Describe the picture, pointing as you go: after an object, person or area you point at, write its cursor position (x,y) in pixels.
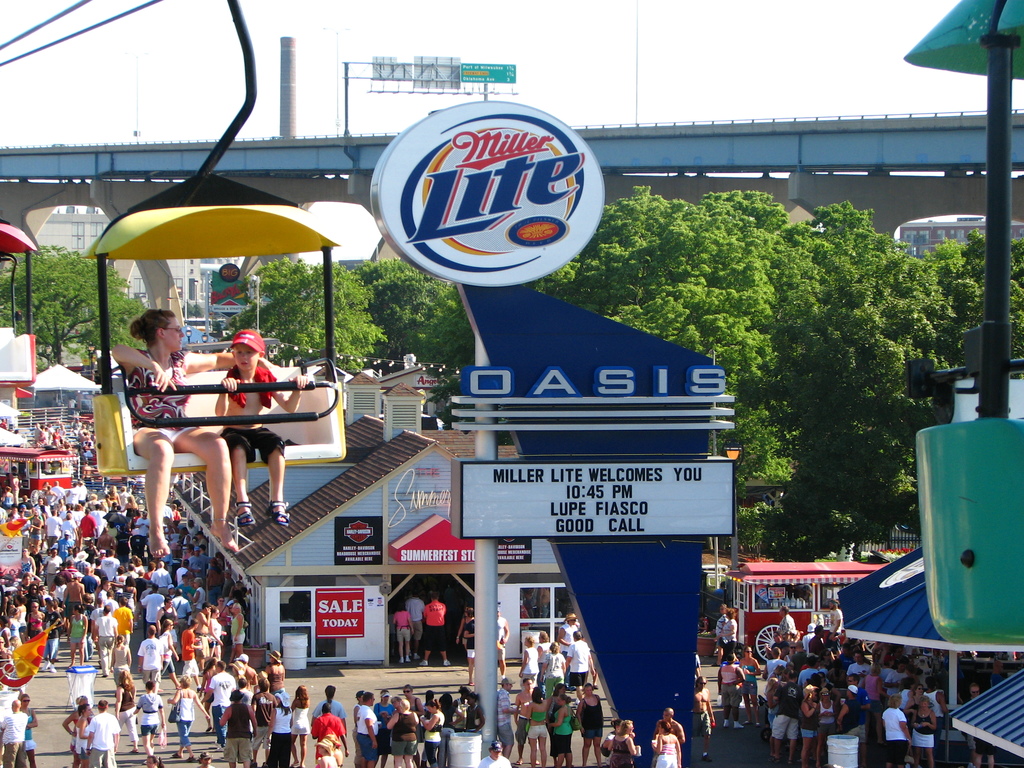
The image is taken outside a city (244,619). In the foreground of the picture (237,378) there are board (551,483), cable car (192,394), people (225,394) and other objects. At the bottom (298,687) there are people (172,670) walking on the road (378,665) and there are buildings (339,571), vehicles (801,609) and other objects (43,412). In the center of the picture (660,290) there are trees (802,413), people (59,442) and other objects (225,304). In the background (904,164) there is bridge (347,162) and railing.
